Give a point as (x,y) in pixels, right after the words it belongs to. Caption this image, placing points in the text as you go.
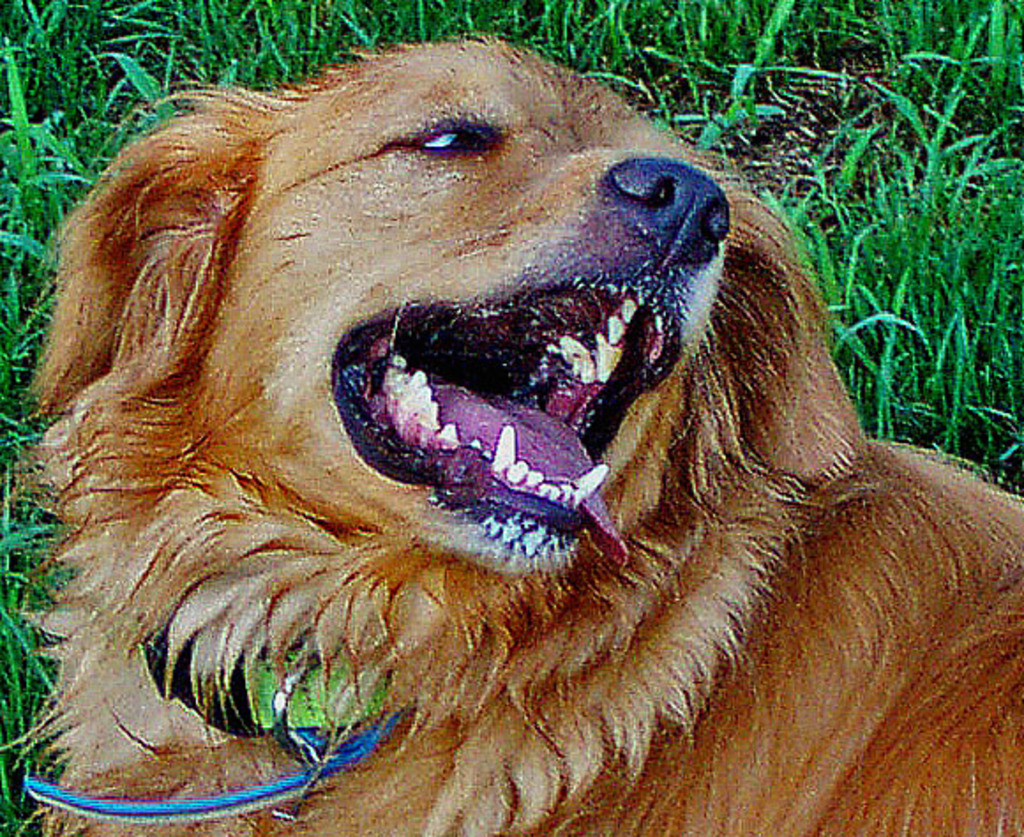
In this picture I can observe a dog (663,531). The dog (507,616) is in cream and brown color. I can observe blue color neck belt (362,756). In the background (80,112) there is some grass (80,104) on the ground (46,186).
